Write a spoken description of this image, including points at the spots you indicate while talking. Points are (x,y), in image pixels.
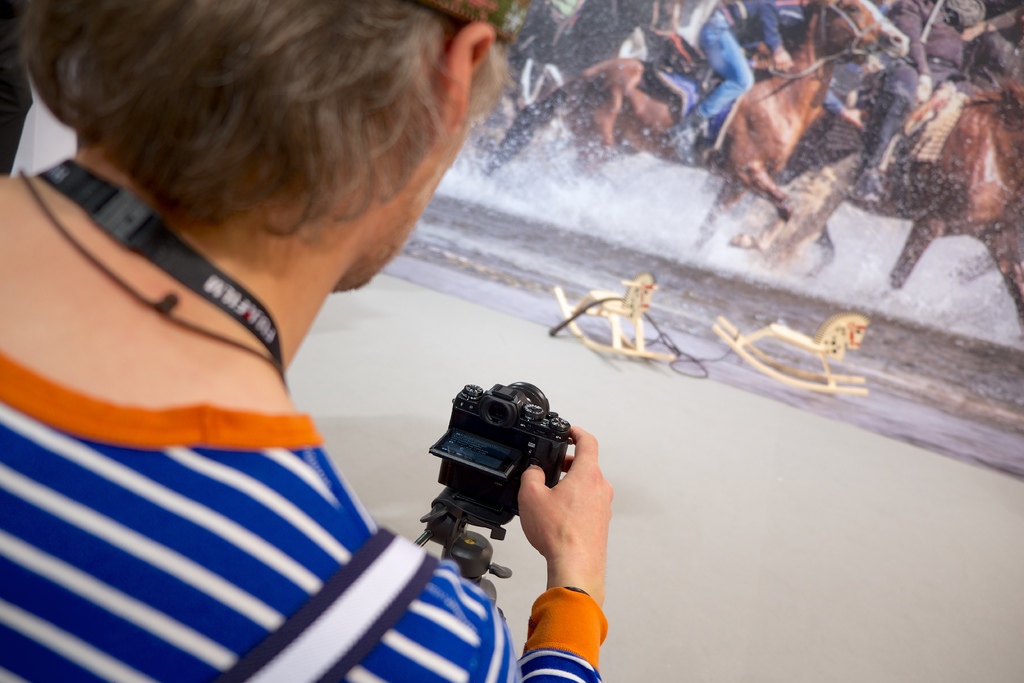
In the image there is a person (210,360) capturing the photo of some poster (718,214), in the poster (761,67) there are horses (867,26) running on the water surface (759,274).
